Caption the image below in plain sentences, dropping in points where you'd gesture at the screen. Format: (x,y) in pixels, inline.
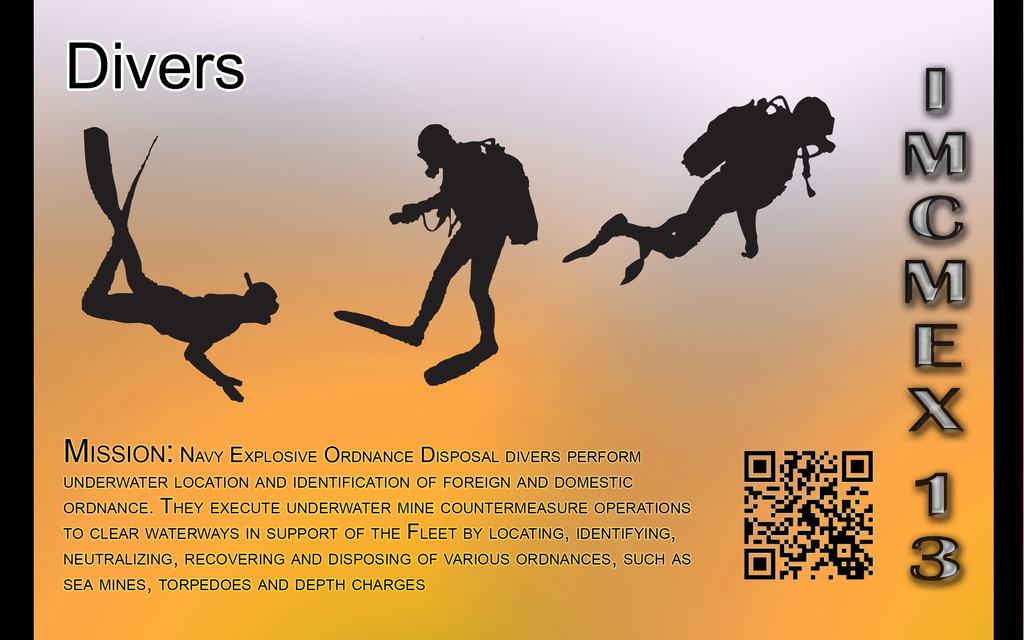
This is a graphical image in which there are certain pictures (381,331) of a person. We can also see some text (441,505) and a barcode (868,539) on it.
